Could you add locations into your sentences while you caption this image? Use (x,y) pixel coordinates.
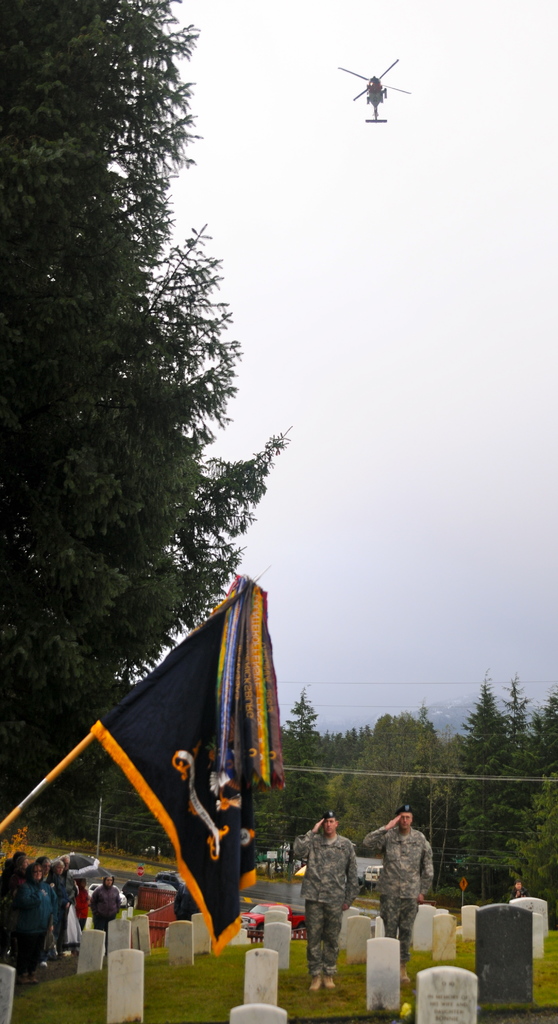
In the image we can see there are two people (353,872) standing, wearing army clothes (341,850), shoes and cap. Here we can see the flag (165,763) and there are even other people (38,896) wearing clothes (54,889). There are many memorials (512,957) and trees (98,500). We can even see electrical wires (394,771), helicopter (363,93), grass (229,1000) and the sky (289,473).
